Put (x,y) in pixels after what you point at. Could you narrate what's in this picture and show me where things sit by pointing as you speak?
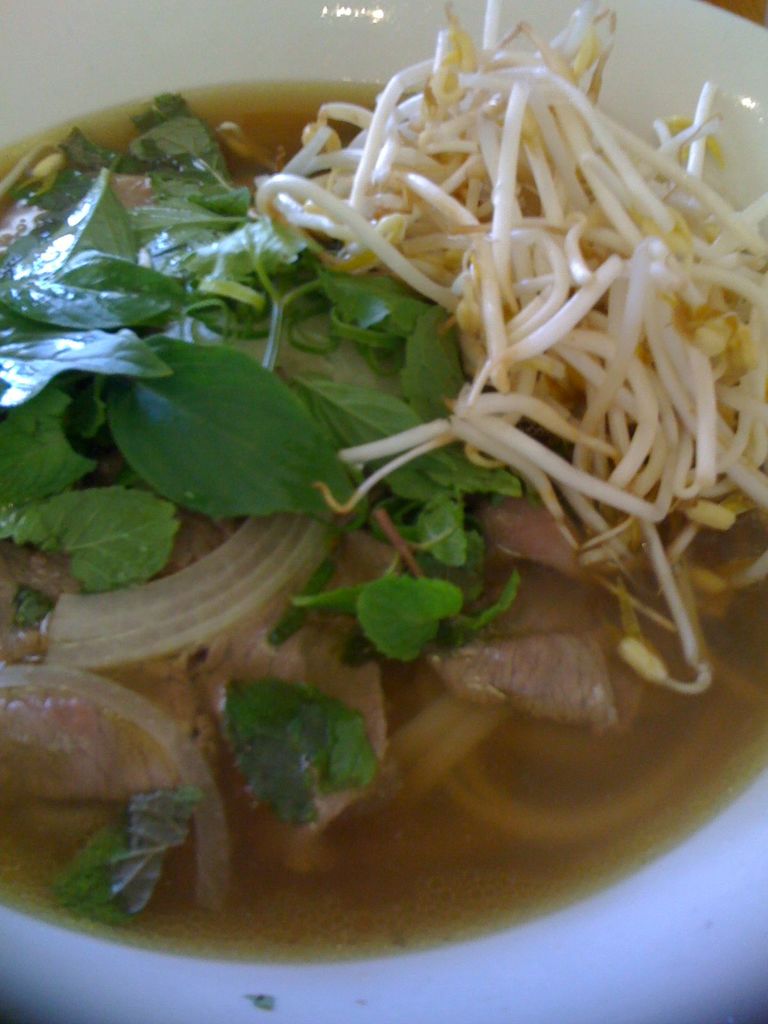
In the picture I can see food item (294,349).
